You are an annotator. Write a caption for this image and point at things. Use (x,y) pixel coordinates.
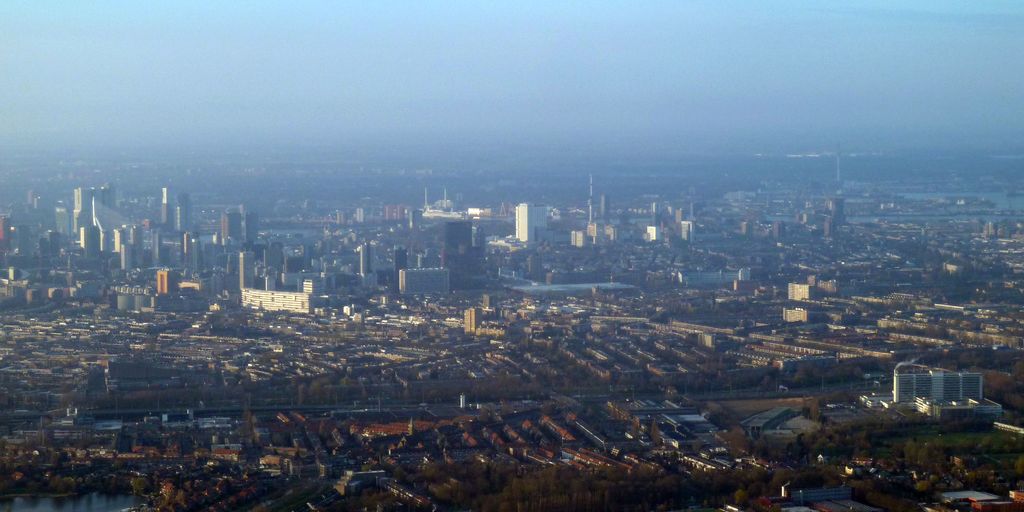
Sky (314,56) is in blue color. Here we can see buildings (94,299) and trees (444,488).
